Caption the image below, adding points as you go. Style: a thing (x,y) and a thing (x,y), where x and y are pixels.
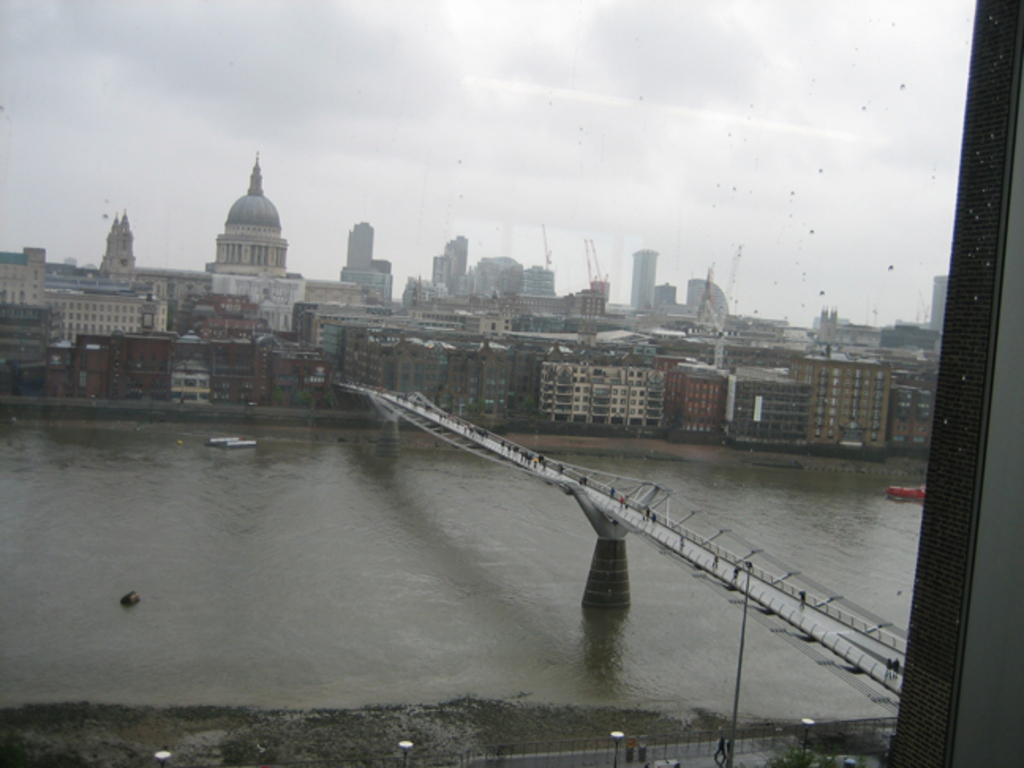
In the center of the image (435,367) we can see the buildings (472,347), bridge (599,493), water (446,481), boats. At the bottom of the image (508,709) we can see the grass (462,745), grilles (669,747), poles (738,671), lights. On the right side of the image (987,528) we can see the wall (980,551). At the top of the image (452,92) we can see the clouds (497,110) are present in the sky (397,180).
